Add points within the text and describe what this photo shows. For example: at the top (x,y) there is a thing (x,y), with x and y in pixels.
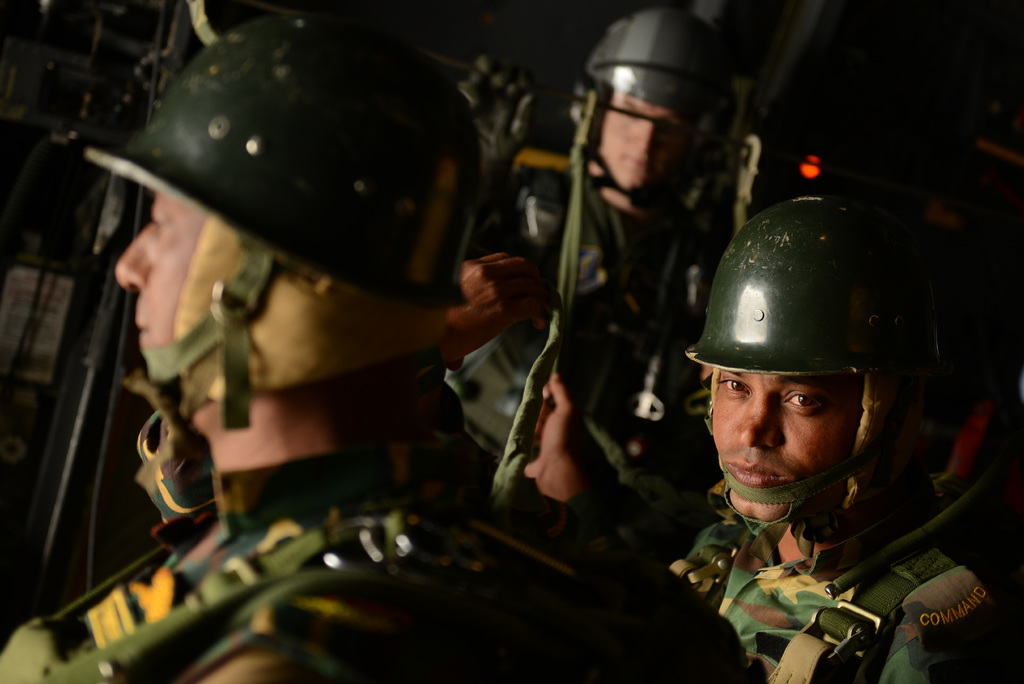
In this image, I can see three people (633,572) standing. They wore helmets (844,362), two of which are dark green in color. I think this is a black color object (107,313).
